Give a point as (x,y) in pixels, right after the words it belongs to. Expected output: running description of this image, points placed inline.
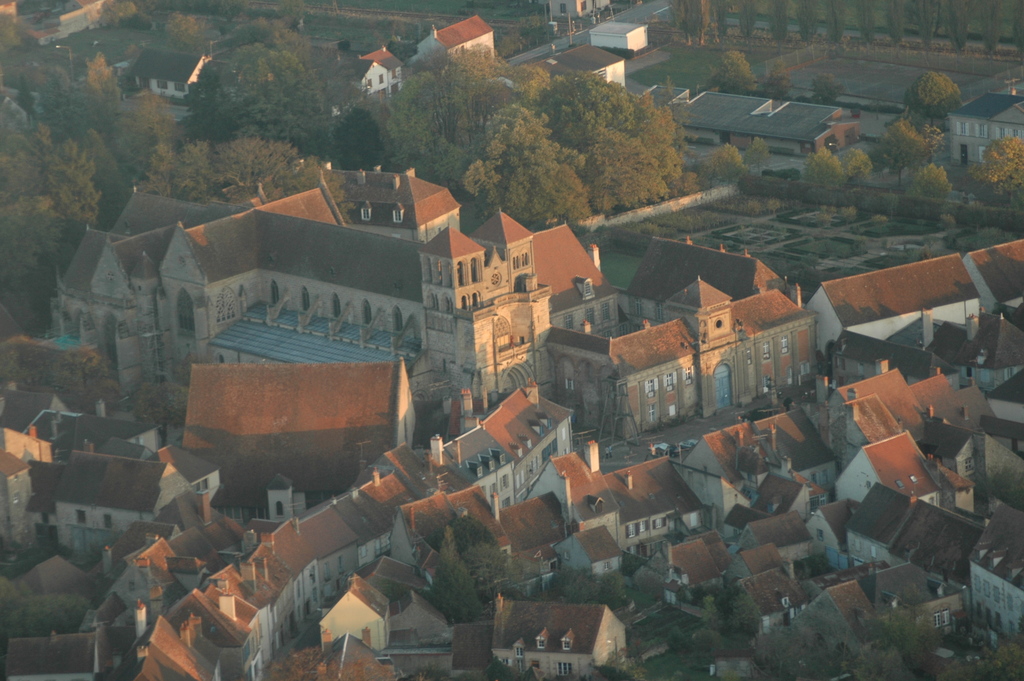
In this picture I can observe buildings (332,430) in the middle of the picture (536,339). There are some trees (310,132) in between the buildings (16,106) in this picture.
